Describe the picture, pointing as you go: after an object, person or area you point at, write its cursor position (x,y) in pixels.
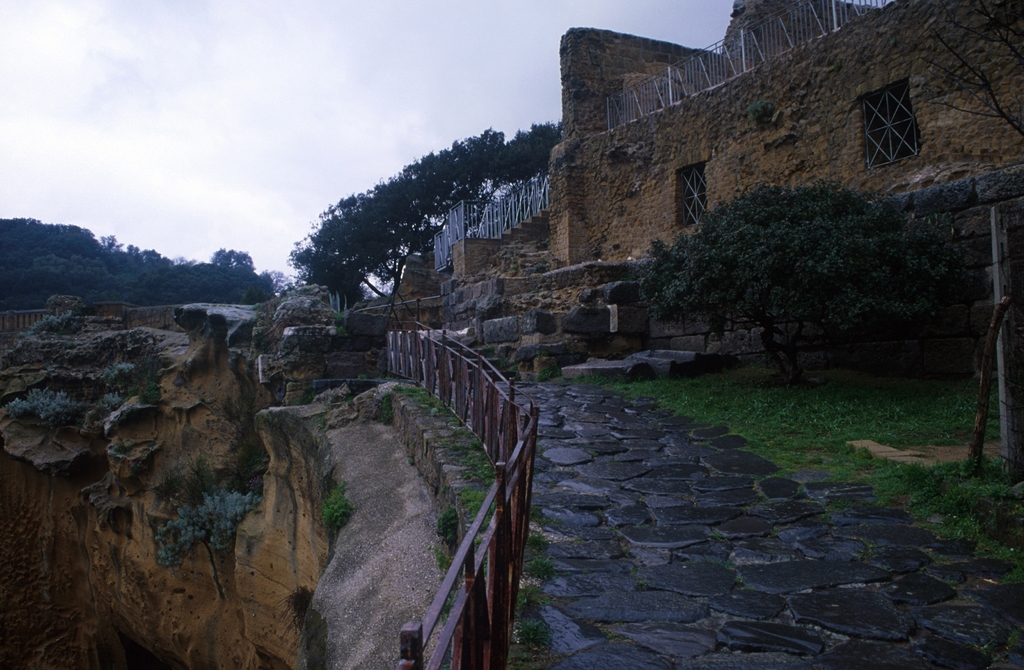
In this image we can see a fort (494,311) with the windows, grills (496,384), and a wall (597,262), there are some trees (435,198), grass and in the background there is a sky (352,182).
